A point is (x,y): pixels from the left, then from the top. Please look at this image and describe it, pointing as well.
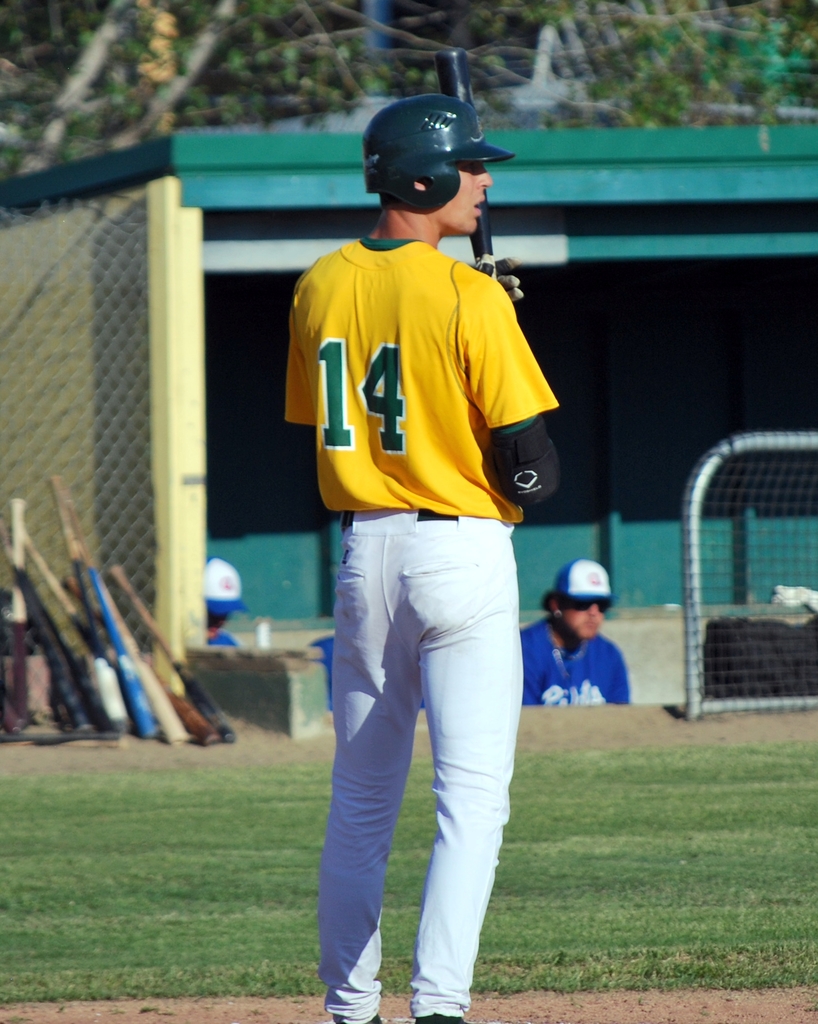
In the image I can see a man (349,381) is standing and holding a bat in hands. The person (428,297) is wearing a helmet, a yellow color t-shirt (407,419) and white color pant (383,569). In the background (288,823) I can see the grass (218,779), bats (198,728), people (548,624), fence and some other objects (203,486) on the ground (12,765).
